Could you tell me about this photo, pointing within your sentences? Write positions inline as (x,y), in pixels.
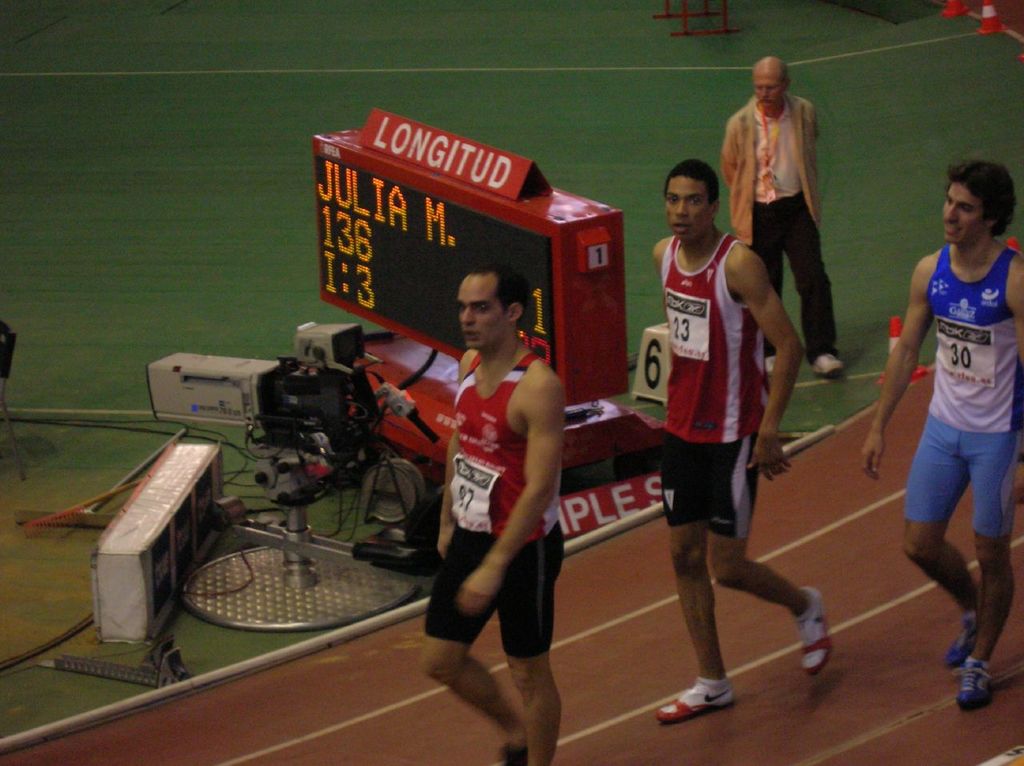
In this image I can see 3 men (455,493) walking, wearing vest (969,425) and shorts (931,431). A man (822,330) is standing at the back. There is a digital display (404,314) and other objects (261,578) beside him. There are traffic stoppers (980,27) in the background (984,9), on the right (993,28).
